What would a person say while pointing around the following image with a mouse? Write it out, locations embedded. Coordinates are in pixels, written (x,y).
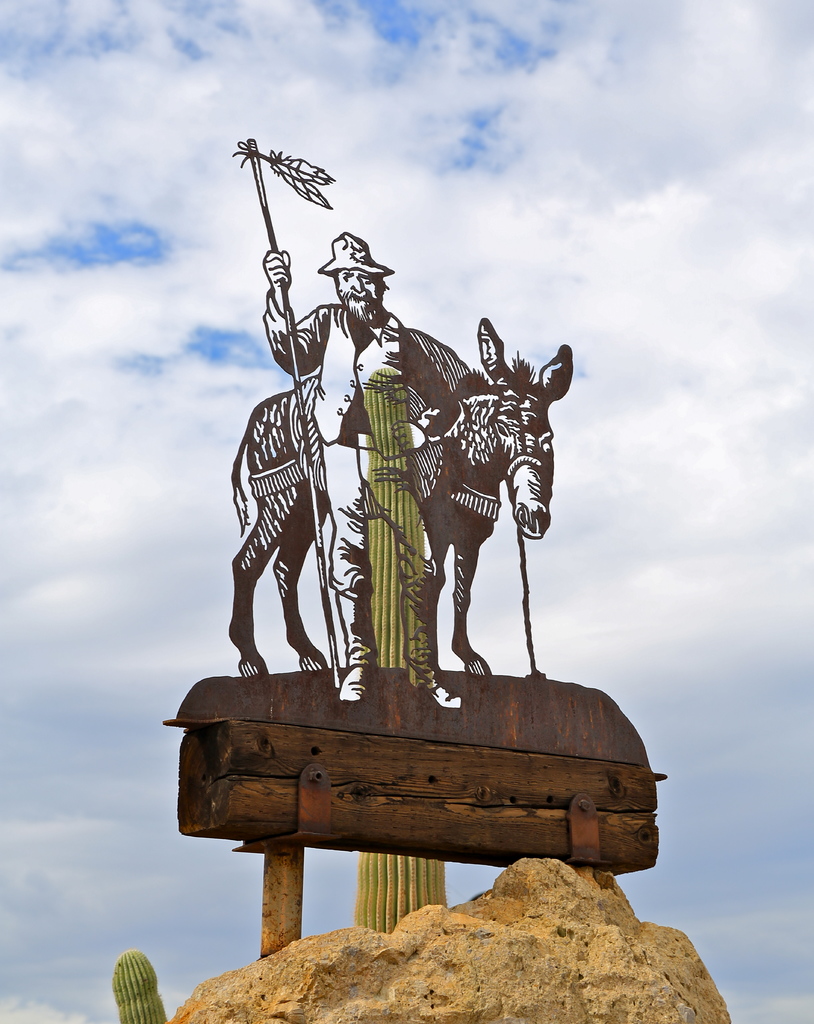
Above this rock (469,922) there is a board (533,384) of a person (383,351) and donkey (489,428). Background (630,326) there is a cloudy sky (505,323) and cactus plants (136,1012).
